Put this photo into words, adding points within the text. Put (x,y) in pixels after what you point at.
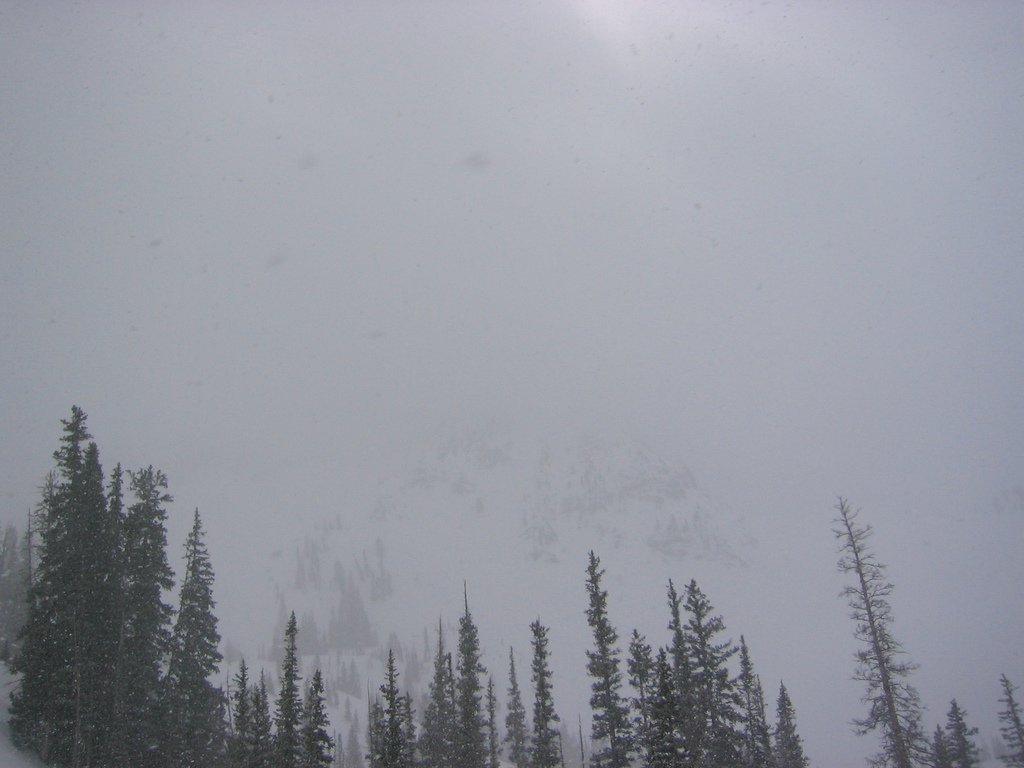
In this picture we can see few trees (196,652) and snow (238,515).
